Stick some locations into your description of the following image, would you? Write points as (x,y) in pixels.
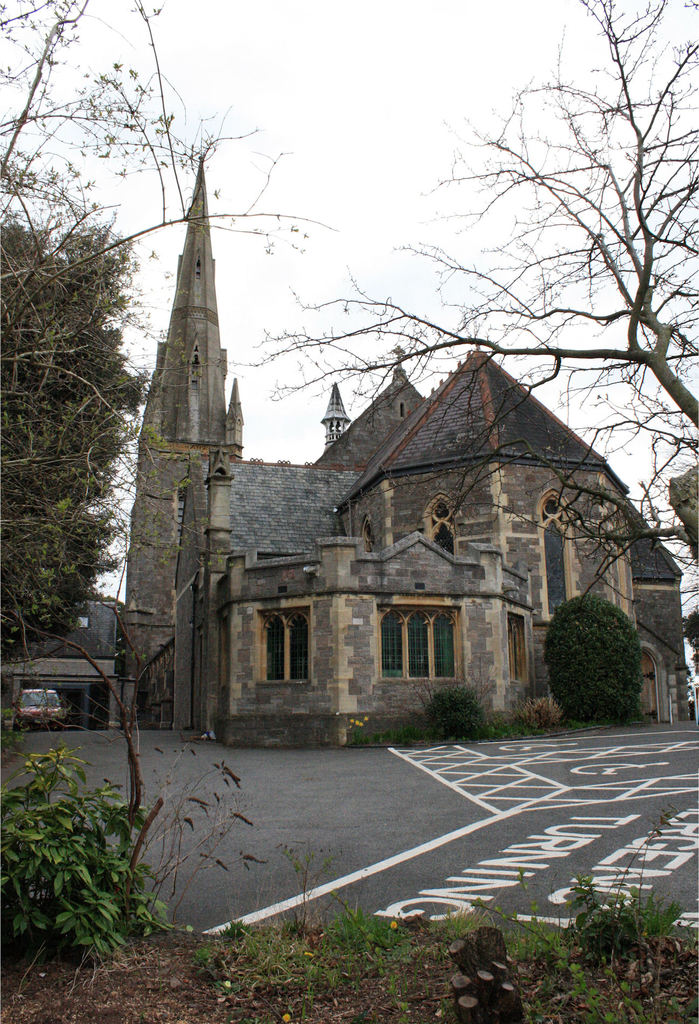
In the middle (316,524) it is a church (363,474) and here it is a road (361,821), in the left side (81,492) there are trees (68,600).
